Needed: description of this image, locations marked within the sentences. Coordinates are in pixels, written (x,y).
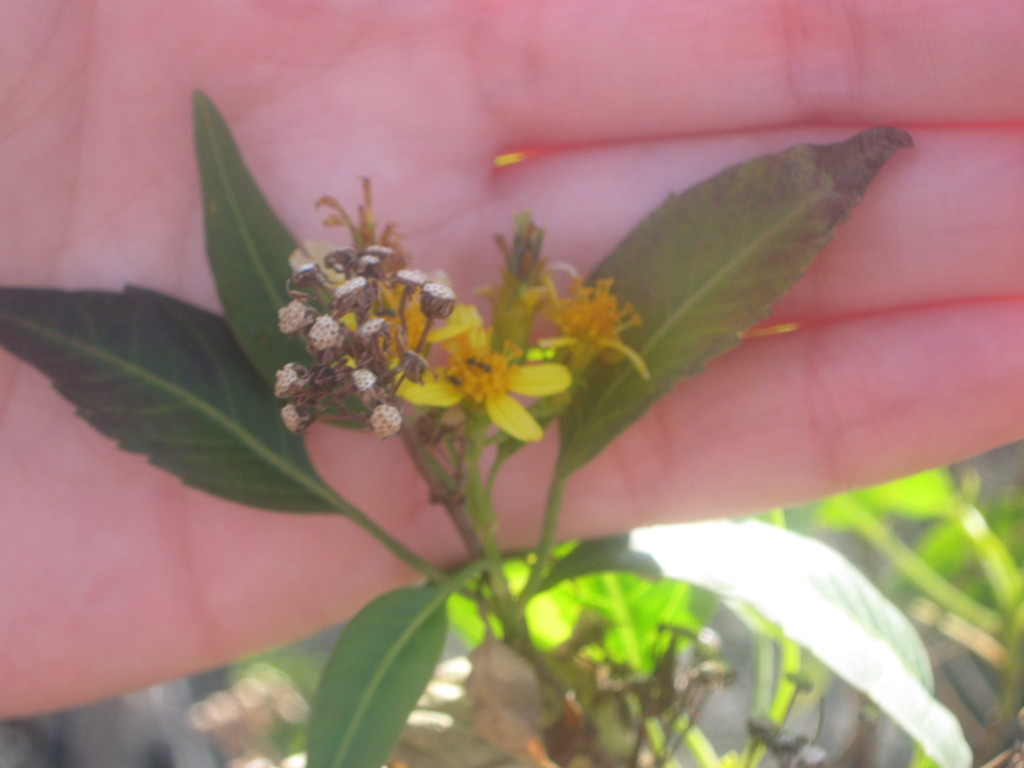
In this picture, we can see a person hand (405,480), plant (547,366) with some buds (433,312).
